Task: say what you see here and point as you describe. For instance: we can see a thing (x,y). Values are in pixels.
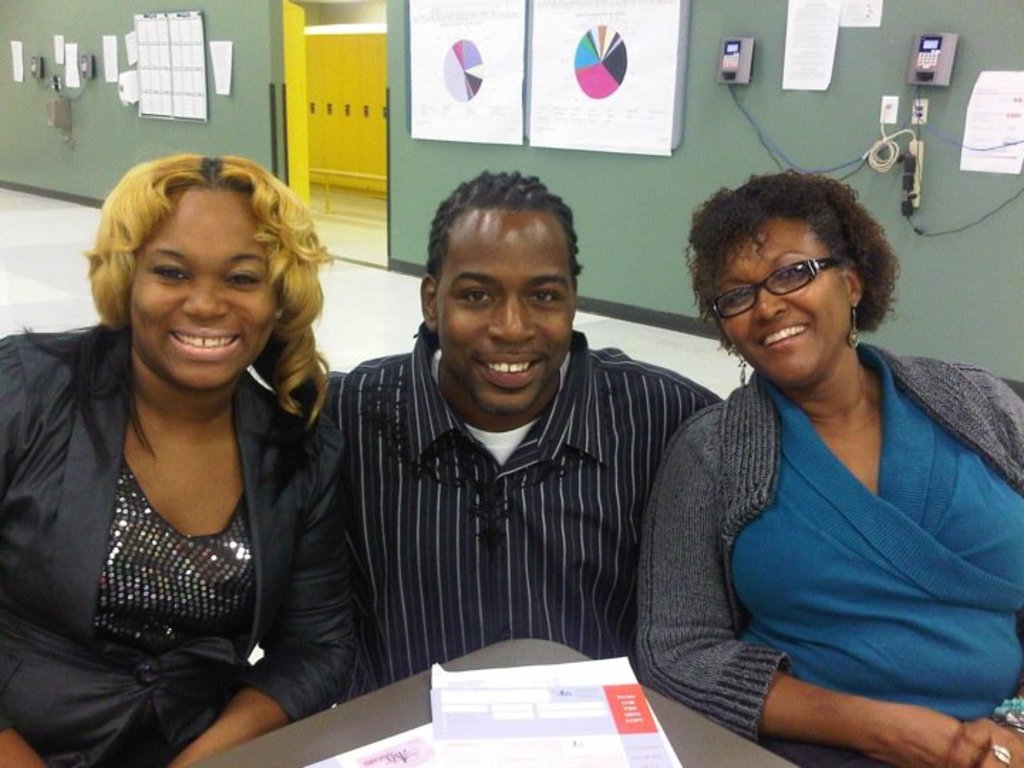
Here in this picture we can see three people (683,448) sitting on chairs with table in front of them over there and on that table (424,685) we can see papers (444,688) present and we can see people (388,612) smiling, behind them on the wall (621,264) we can see notice boards (159,44) and other posters (986,143) present over there and we can see some machines (916,67) also present on the wall (877,44) over there.
